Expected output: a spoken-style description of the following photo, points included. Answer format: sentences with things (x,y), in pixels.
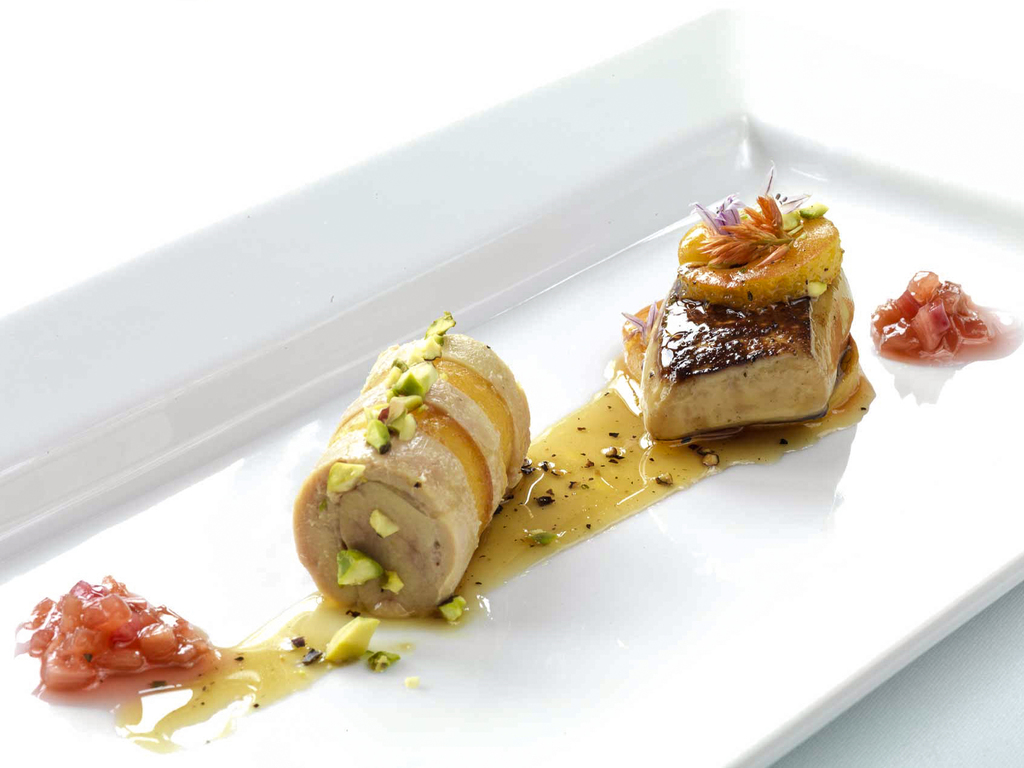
In this image I can see the food (494,408) in the white color plate (766,600). Food (711,335) is in cream, red and brown color.
